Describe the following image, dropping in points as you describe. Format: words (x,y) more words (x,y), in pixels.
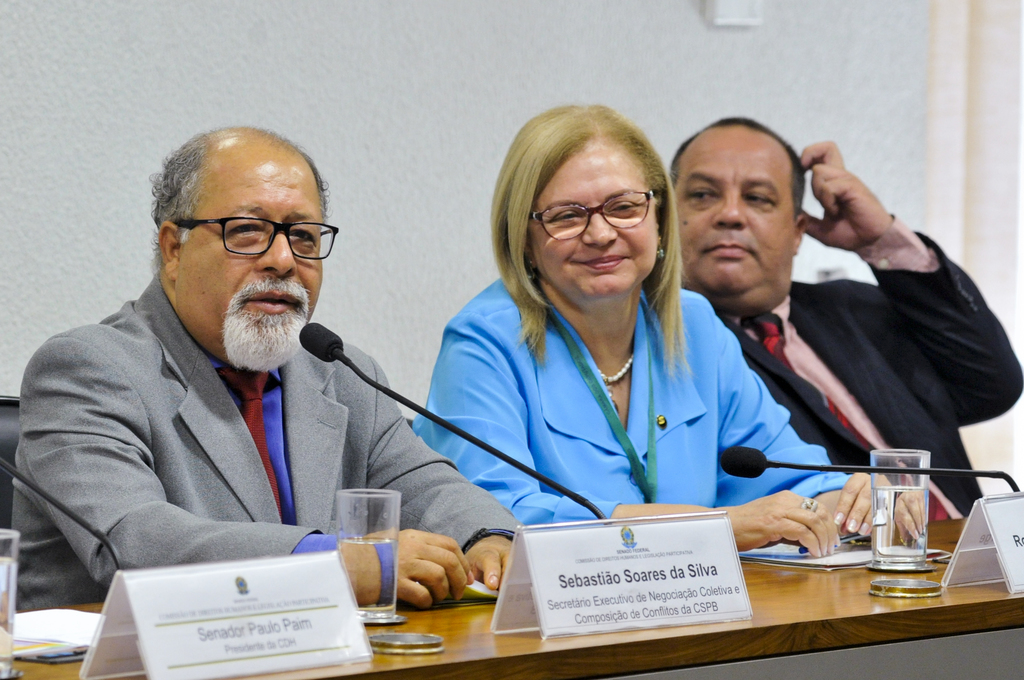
In the picture we can see three people (512,444) are sitting on the chairs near the desk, two are men (247,475) and one is woman (528,442), men (91,390) are wearing blazers (154,475), ties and shirts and woman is wearing a blue color coat (467,446) and on the desk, we can see two glasses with water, microphones (460,433), and name boards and in the background (394,107) we can see a wall (511,103).
